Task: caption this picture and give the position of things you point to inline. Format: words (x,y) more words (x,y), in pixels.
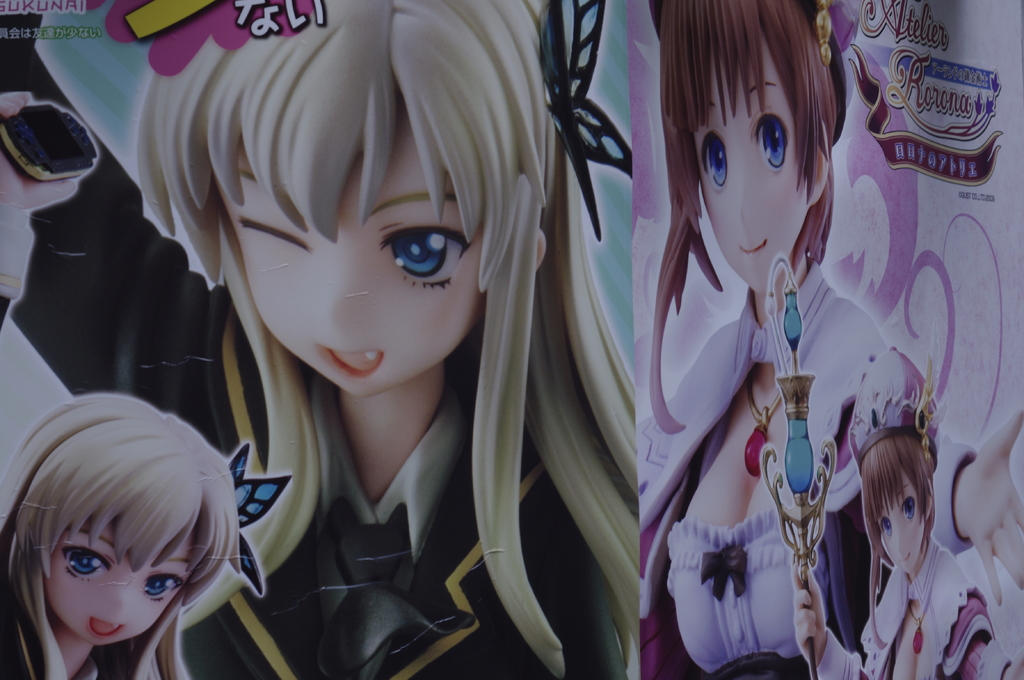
This is the animation picture with some text (922,92) on top left (296,29) and right corner (902,78) and there are four people (166,134) in the foreground (1009,590).
